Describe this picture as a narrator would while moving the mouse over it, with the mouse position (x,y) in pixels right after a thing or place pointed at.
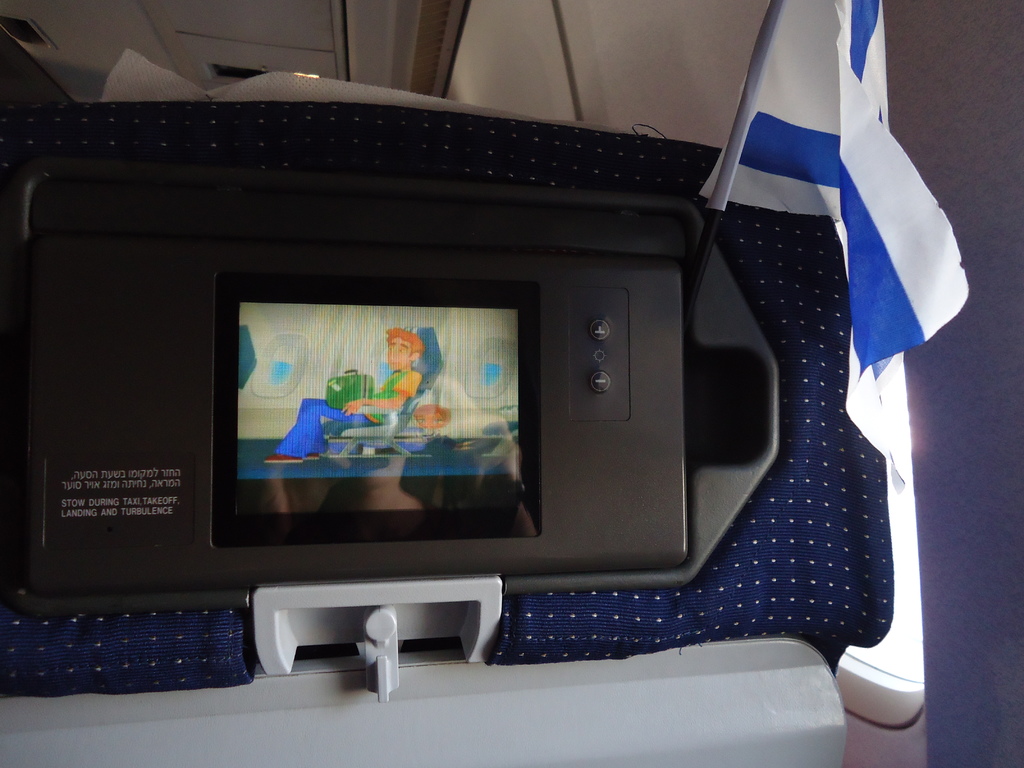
In this image I can see a screen (388,469) and on it I can see few cartoon characters (415,384). Here I can see something is written and I can also see a white and blue colour flag (844,180) over here.
